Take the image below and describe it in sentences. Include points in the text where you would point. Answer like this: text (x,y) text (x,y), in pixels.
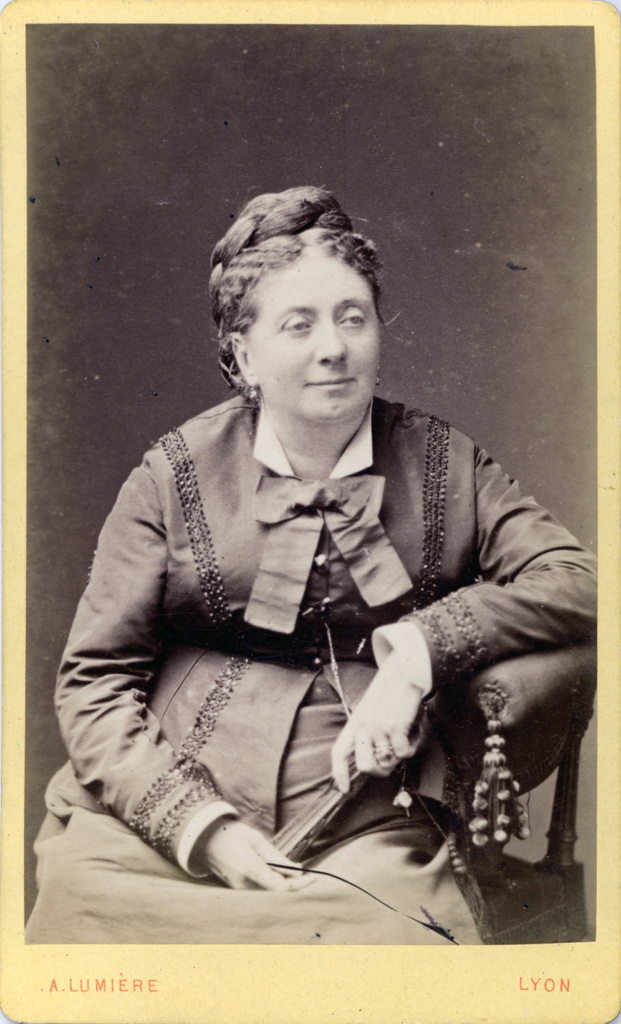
In this picture there is a woman (358,528) sitting in chair (517,715) and there is something written below it.
